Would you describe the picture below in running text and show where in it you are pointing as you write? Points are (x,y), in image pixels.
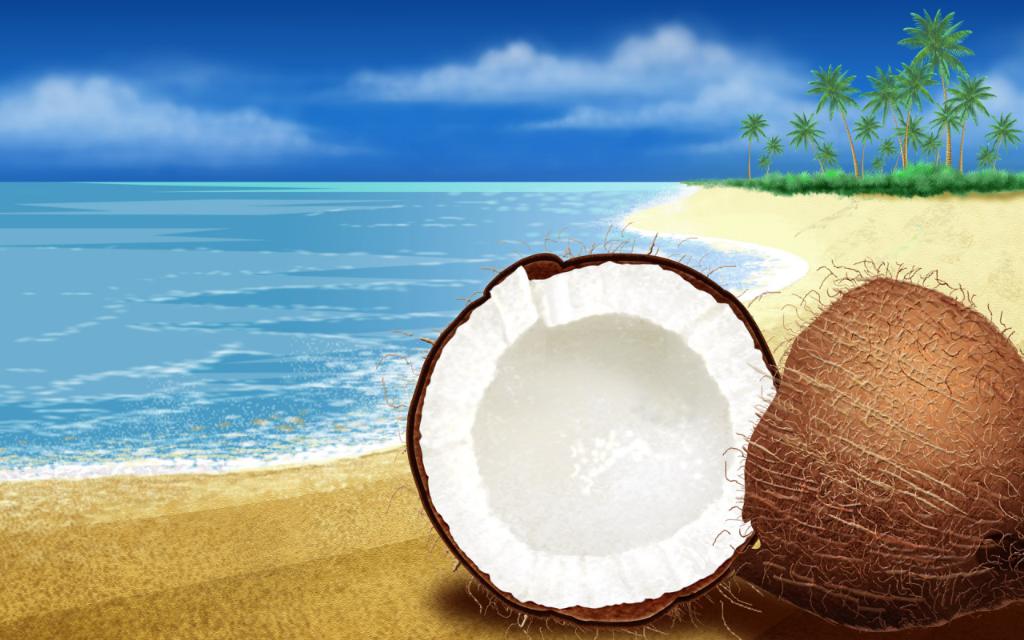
This is an animation picture. On the right side of the image (832,378) there is a coconut (645,387) and there are trees (896,87) and plants (922,170). On the left side of the image (193,337) there is water (381,276). At the top (419,46) there is sky (411,59) and there are clouds (499,70). At the bottom (370,590) there is sand (393,559).
